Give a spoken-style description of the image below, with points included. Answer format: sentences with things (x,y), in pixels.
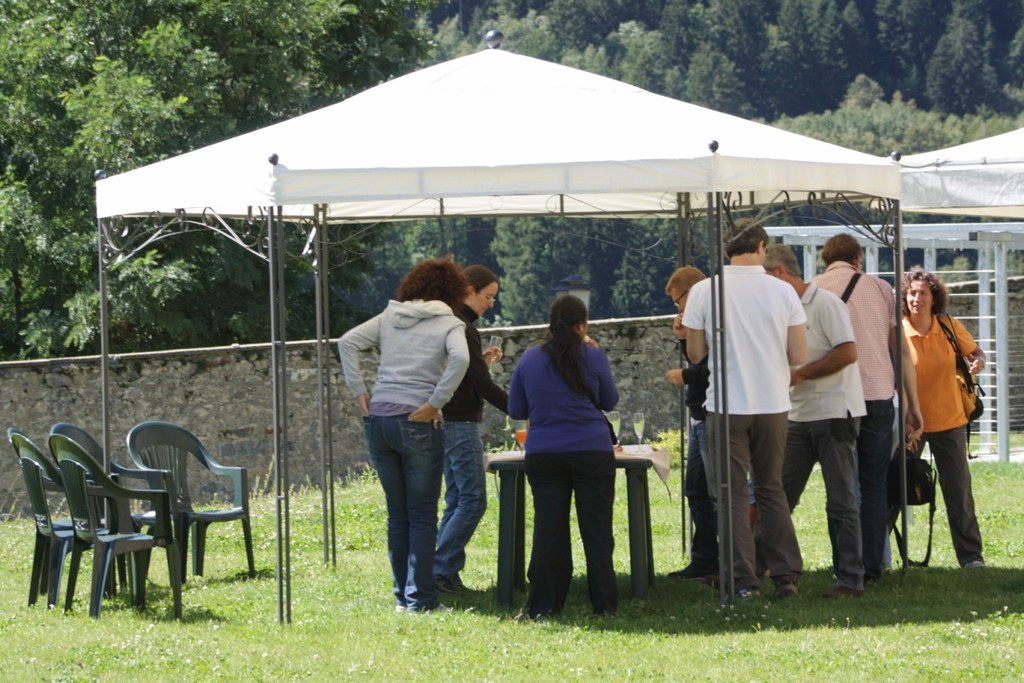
There are group of people (795,296) standing under the tent (575,145) and there is a table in front of them and at the bottom left side (206,510) there are chairs (118,470) and behind them we can see trees (907,47).
